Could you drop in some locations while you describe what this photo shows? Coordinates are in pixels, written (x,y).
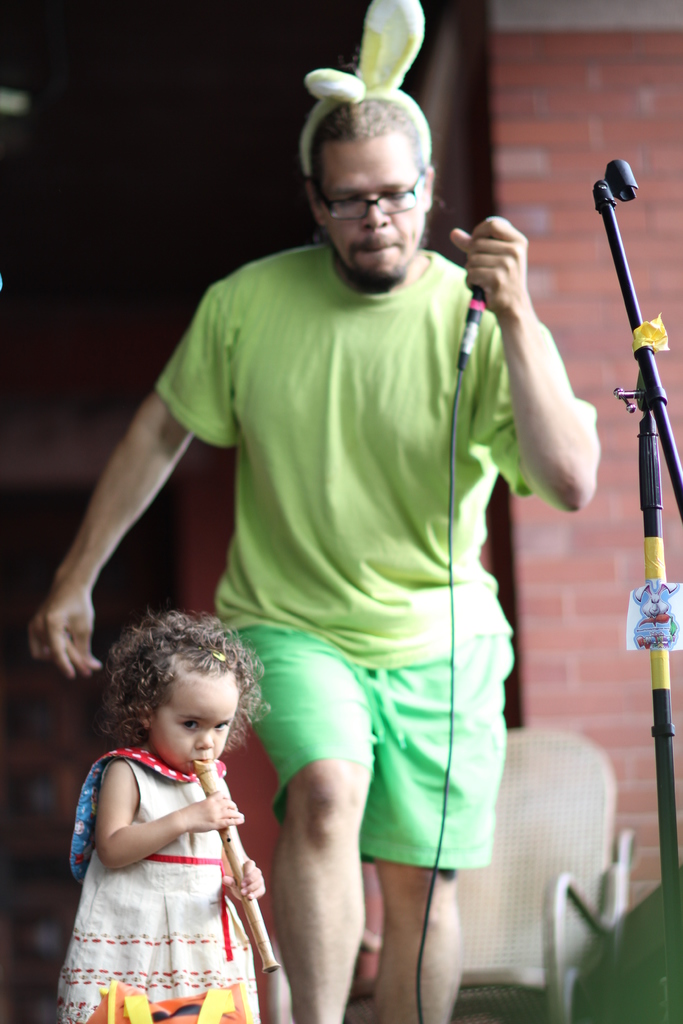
In this image there is a person (437,428) holding a mike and a cable wire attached to the mike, beside the person (471,648) a baby girl (152,632), she holding a flute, on the right side (657,303) there is mike (625,188), chair (528,945), wall (527,711).
